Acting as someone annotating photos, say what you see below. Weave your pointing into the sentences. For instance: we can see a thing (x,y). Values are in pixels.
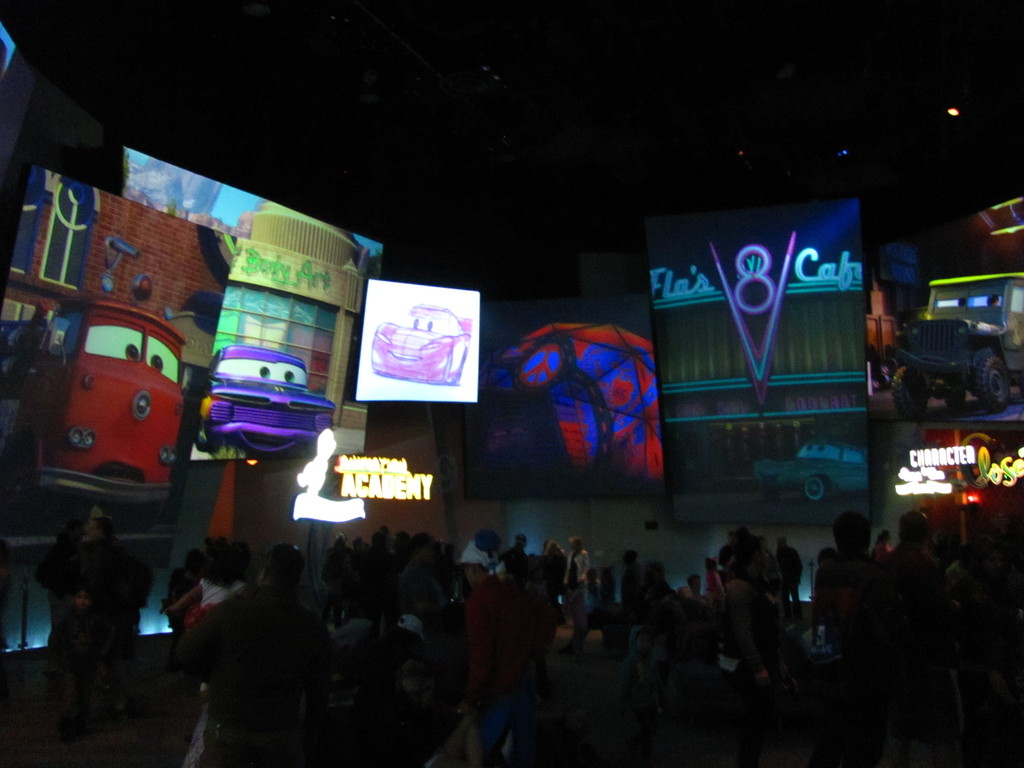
In this image I can see number of persons (523,663) are standing on the ground (607,661) and I can see number of boards (751,419) and a screen (374,350) in which I can see few cars (145,398) which are red, violet and green in color. I can see few lights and the dark ceiling (290,90) in the background (404,134).
